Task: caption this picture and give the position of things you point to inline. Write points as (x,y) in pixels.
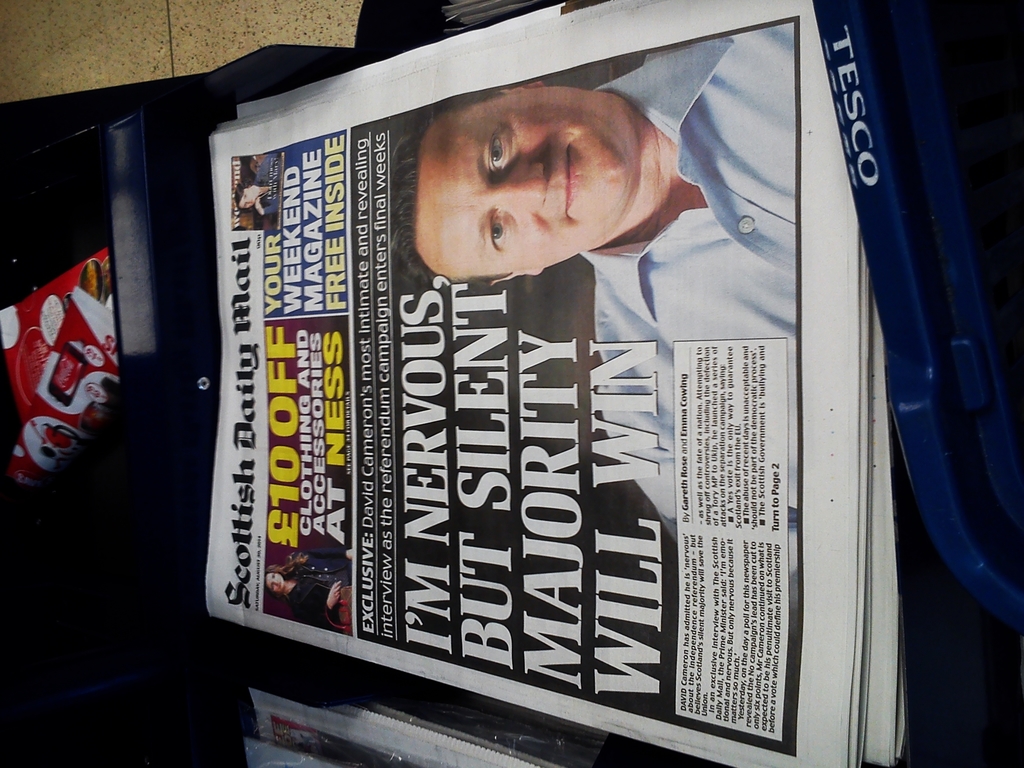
In this picture we can see papers (699,481) and some objects (186,295) and in the background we can see the floor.
